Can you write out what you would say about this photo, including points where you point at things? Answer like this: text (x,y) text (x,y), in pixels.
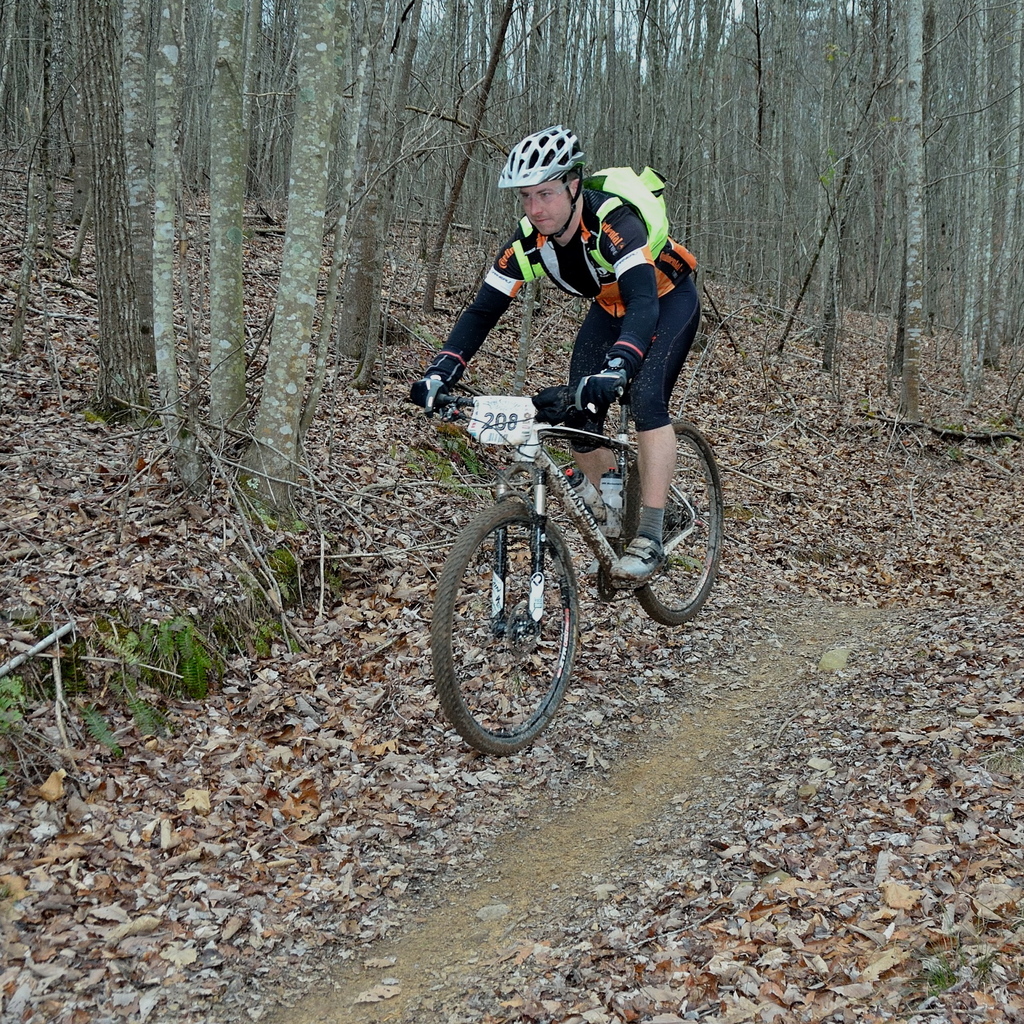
This picture shows a man (613,284) riding a bicycle (500,745). He wore a backpack (649,182) on his back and he wore a helmet (568,154) on his head (566,187) and we see a number (513,406) to the bicycle (513,398) and we see trees (794,169) and dried leaves (364,482) on the ground (265,970).
